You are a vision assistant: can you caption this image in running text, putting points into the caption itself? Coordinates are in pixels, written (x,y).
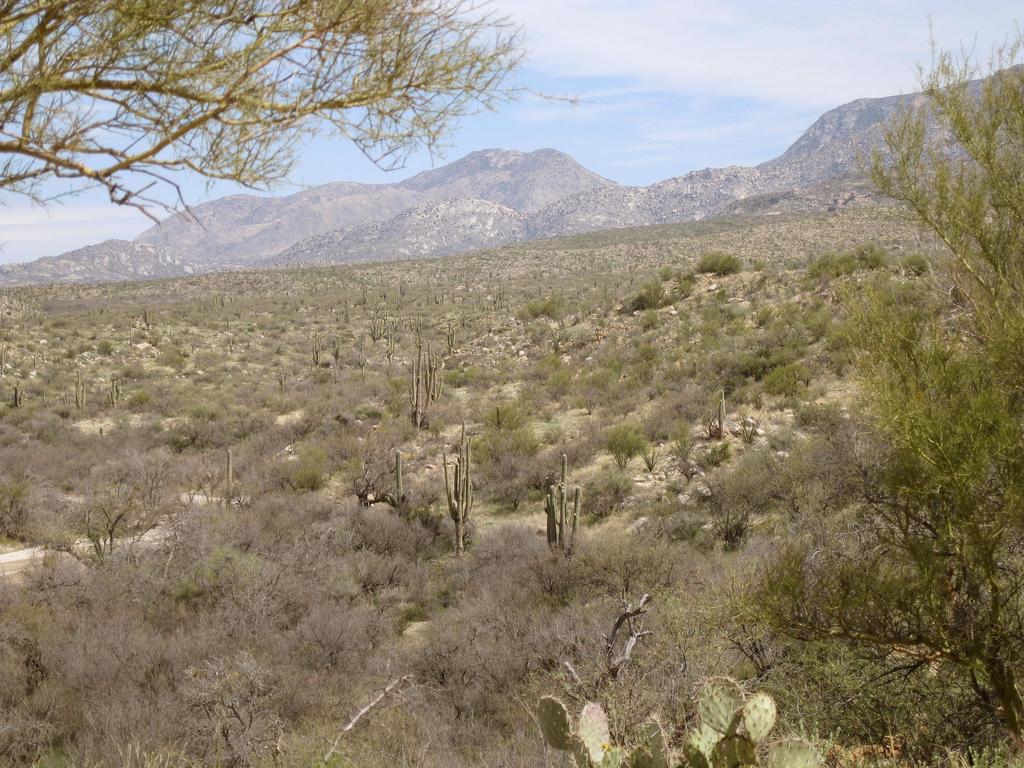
This is the picture of a place where we have some trees (985,642), plants (582,429), rocks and around there are some mountains (408,193).
